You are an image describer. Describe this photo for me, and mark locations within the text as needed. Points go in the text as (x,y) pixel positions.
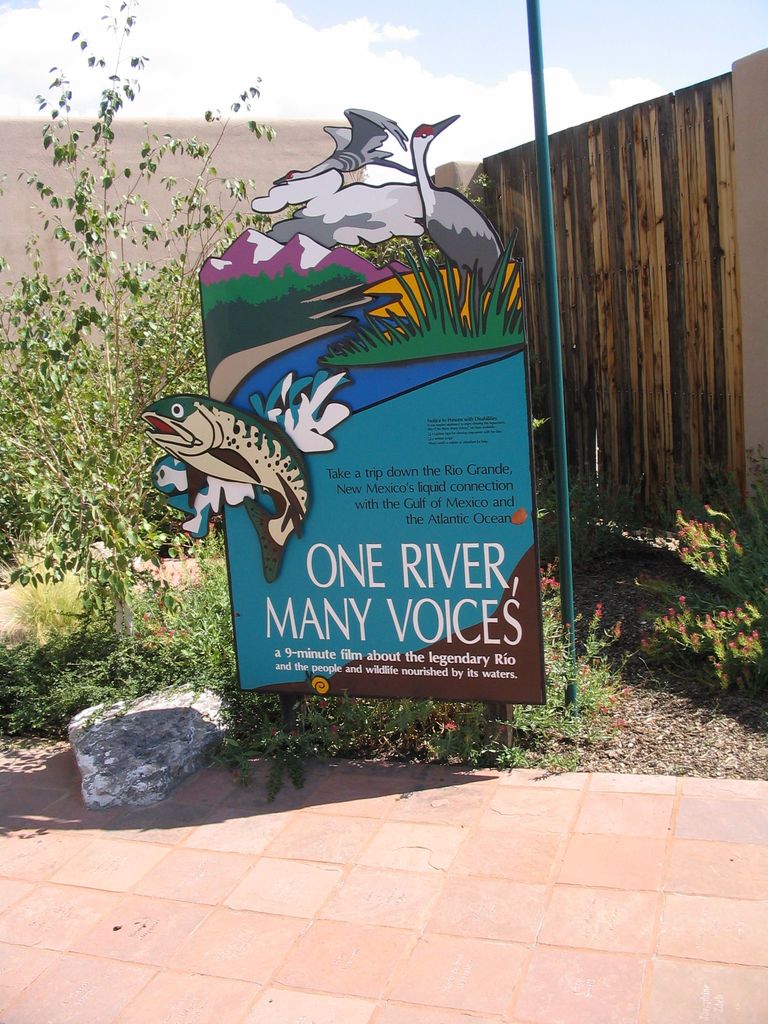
In this image there is a board (350,625) having some text (398,509) and pictures (478,326) of few birds (361,153) and fish (273,447). Beside the board (524,559) there is a pole (561,575) on the land (627,711) having few plants (176,591). Background (767,350) there is a wall (220,147). Bottom of the image (283,919) there is floor (121,834) having a rock (130,799). Top of the image (374,52) there is sky (274,49).
